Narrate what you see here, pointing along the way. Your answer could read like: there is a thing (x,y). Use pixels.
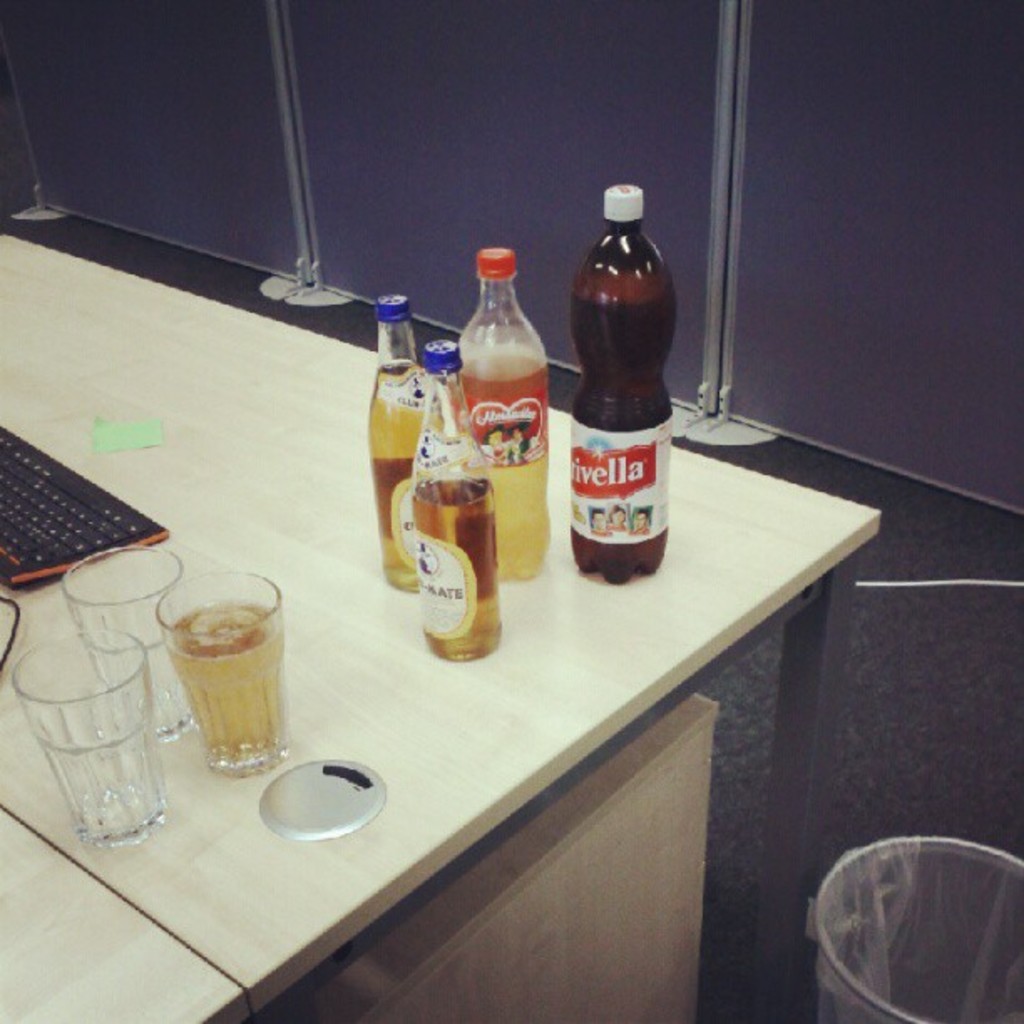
In this picture there are four bottles (502,447) on the table (359,559). There are three glasses (203,723) on the table (252,787). There is a keyboard (82,479) on the table (106,466). There is a bin (921,979) to the right (912,954).
